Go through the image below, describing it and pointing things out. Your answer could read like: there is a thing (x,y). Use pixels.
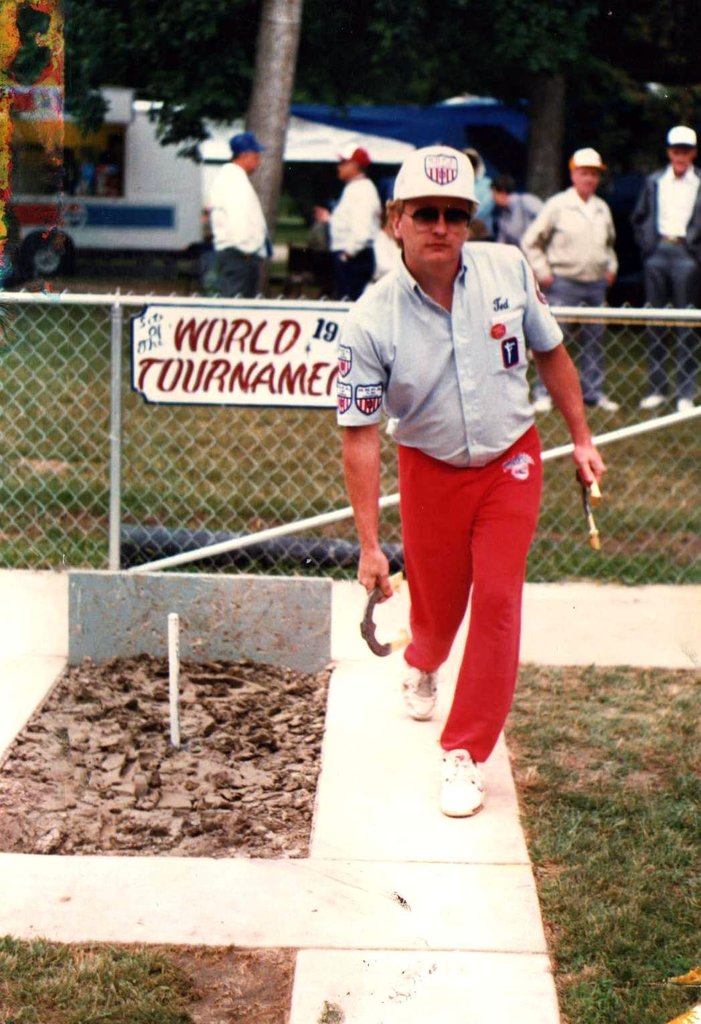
In the foreground of this image (478,670), there is a man (483,628) standing and holding U shaped objects (592,520) in his hands (381,583). On the right (633,823), there is grass (651,831). On the left (200,797), there is mud (175,818) and the grass (103,974). In the background (104,390), there is a fencing (112,375), a board (232,355) to the fencing (185,297), few persons (668,223) standing, few vehicles (144,238) and the trees (457,33).
